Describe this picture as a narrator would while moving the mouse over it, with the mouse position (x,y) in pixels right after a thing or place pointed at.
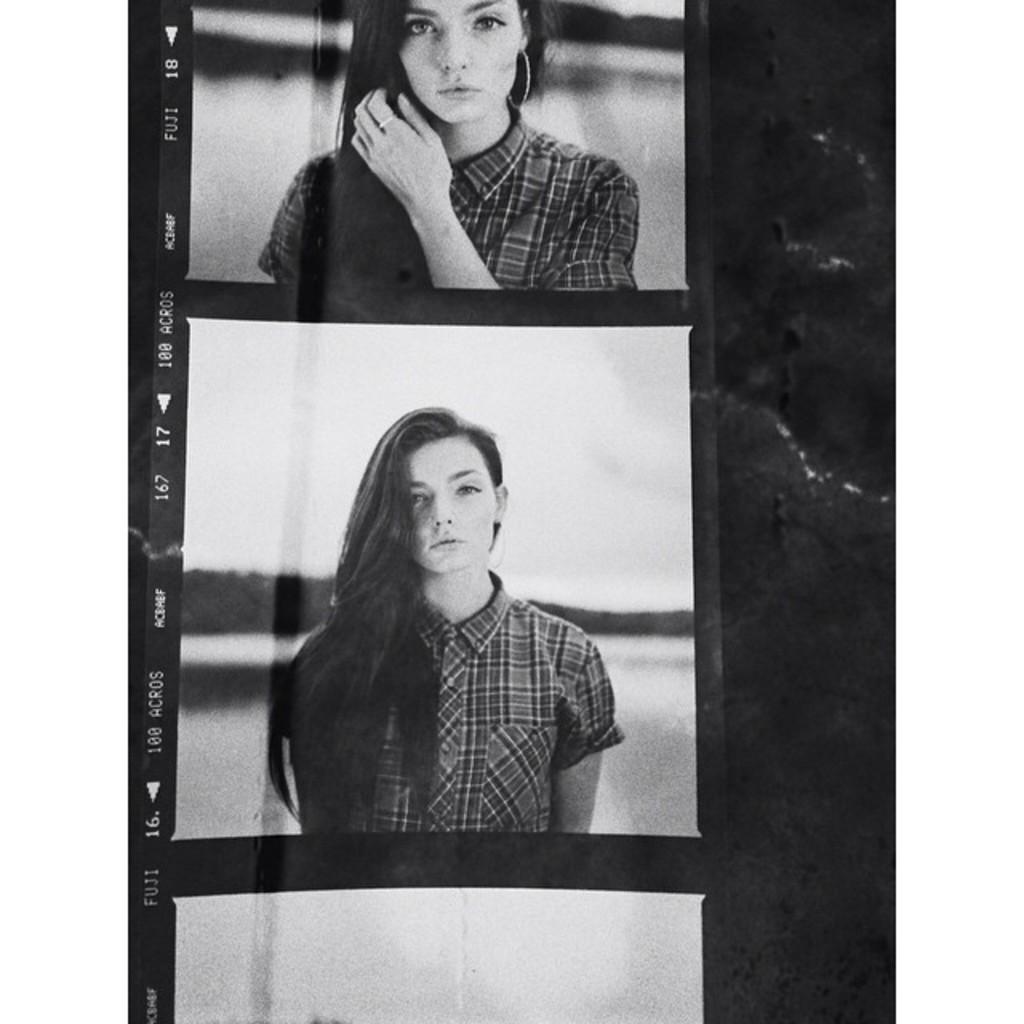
In this image we can see the photographs (390,354) of a person (438,113), also we can see text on the photograph (355,378), and the borders (67,265) are white in color.
